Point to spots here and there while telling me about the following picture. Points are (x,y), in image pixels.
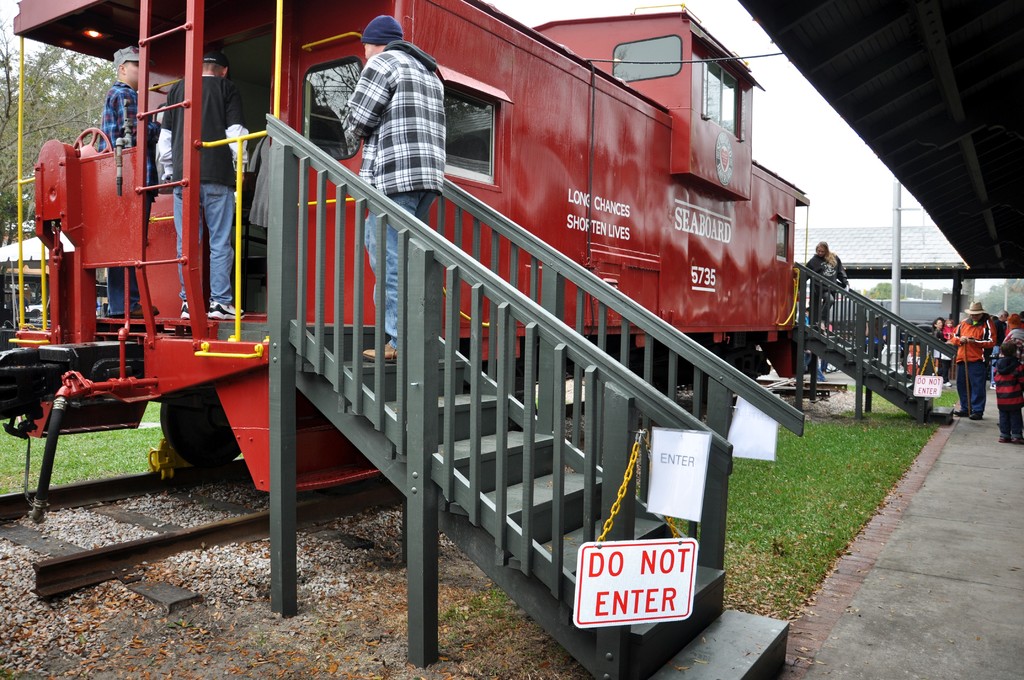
In this image I can see a room (101,237) which is in shape of train (114,214) on the ground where we can see some people (226,250) standing, beside that there is a road (1017,475) where we can see another group of people (1013,366) standing.
